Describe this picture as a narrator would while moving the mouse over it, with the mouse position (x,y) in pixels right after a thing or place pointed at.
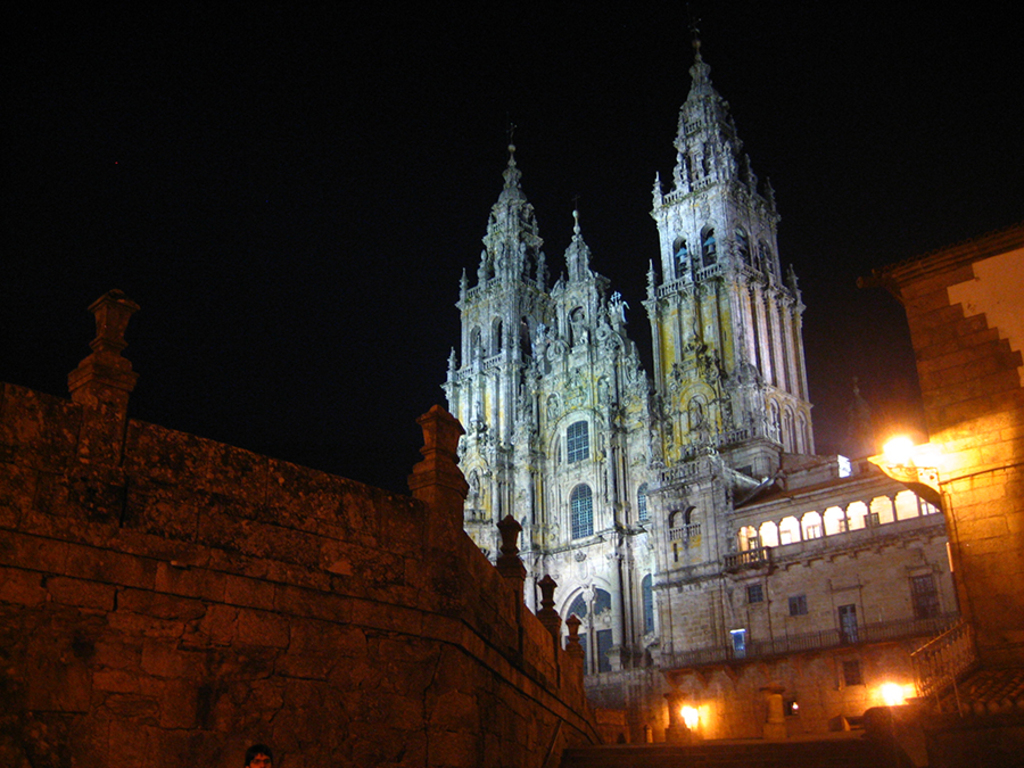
In this image we can see buildings (773,579), lights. At the top of the image (356,104) there is sky (283,56).
